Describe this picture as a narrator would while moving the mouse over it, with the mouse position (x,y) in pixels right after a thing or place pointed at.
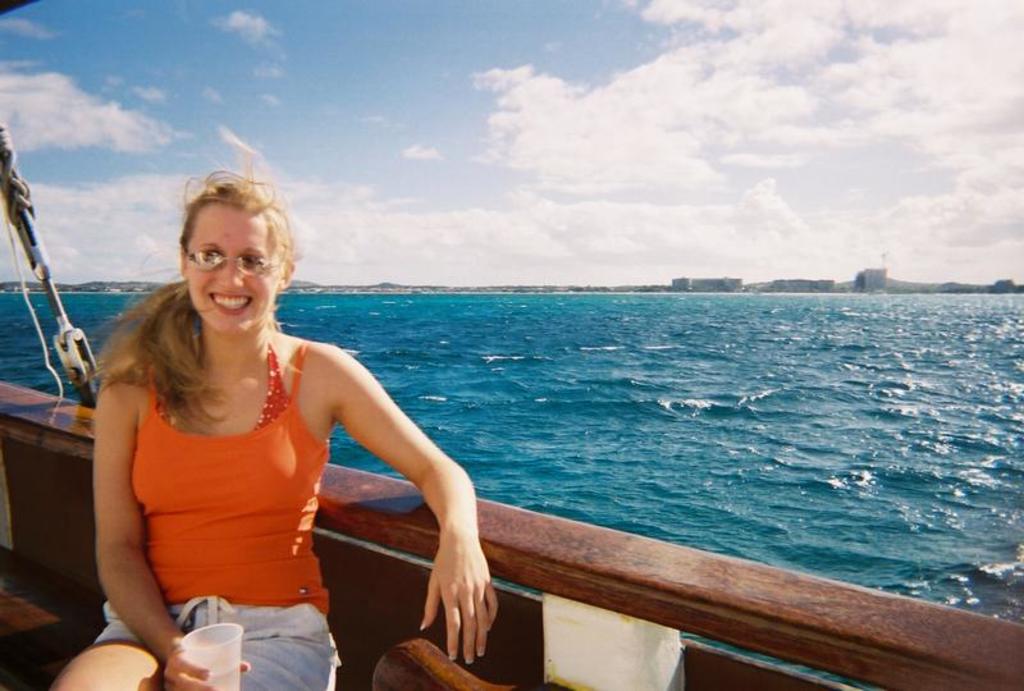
On the left side (242,223), there is a woman (272,235) in orange color t-shirt (259,519), smiling, holding a glass (199,632) with one hand (180,642), sitting and placing one hand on the wall (431,531). In the background (472,473), there is water (466,459), there are buildings (778,283) and there are clouds (497,79) in the sky (214,42).
